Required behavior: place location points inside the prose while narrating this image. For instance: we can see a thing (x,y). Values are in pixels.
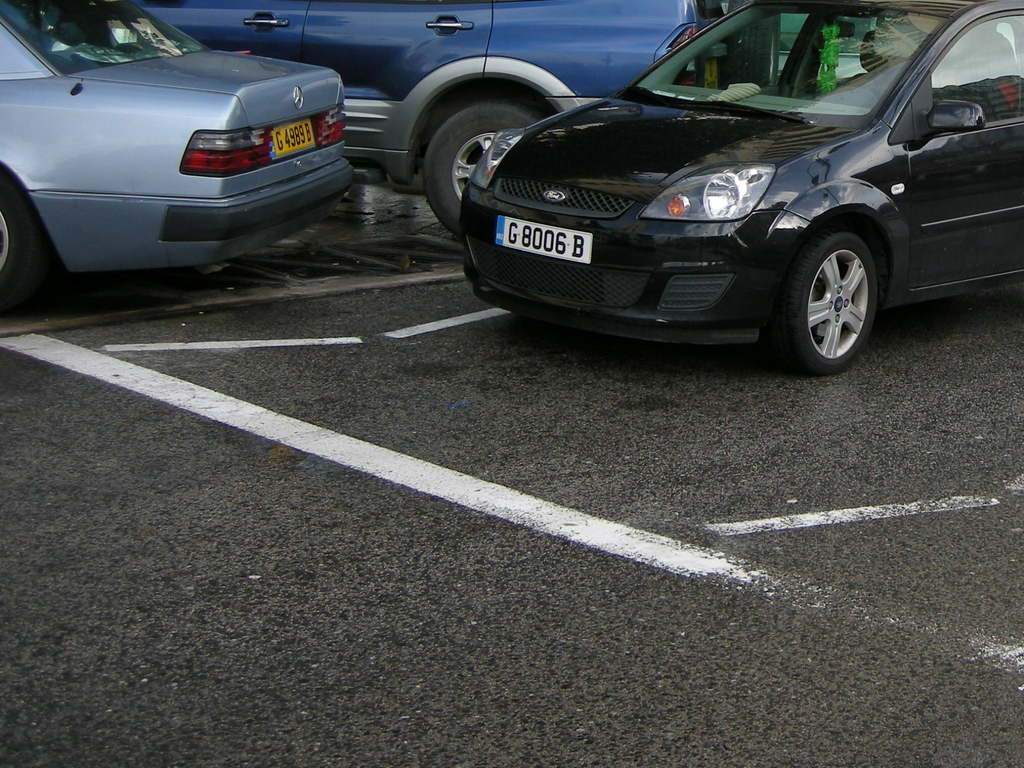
In this image we can see vehicles (526,300) on the road (520,387).
